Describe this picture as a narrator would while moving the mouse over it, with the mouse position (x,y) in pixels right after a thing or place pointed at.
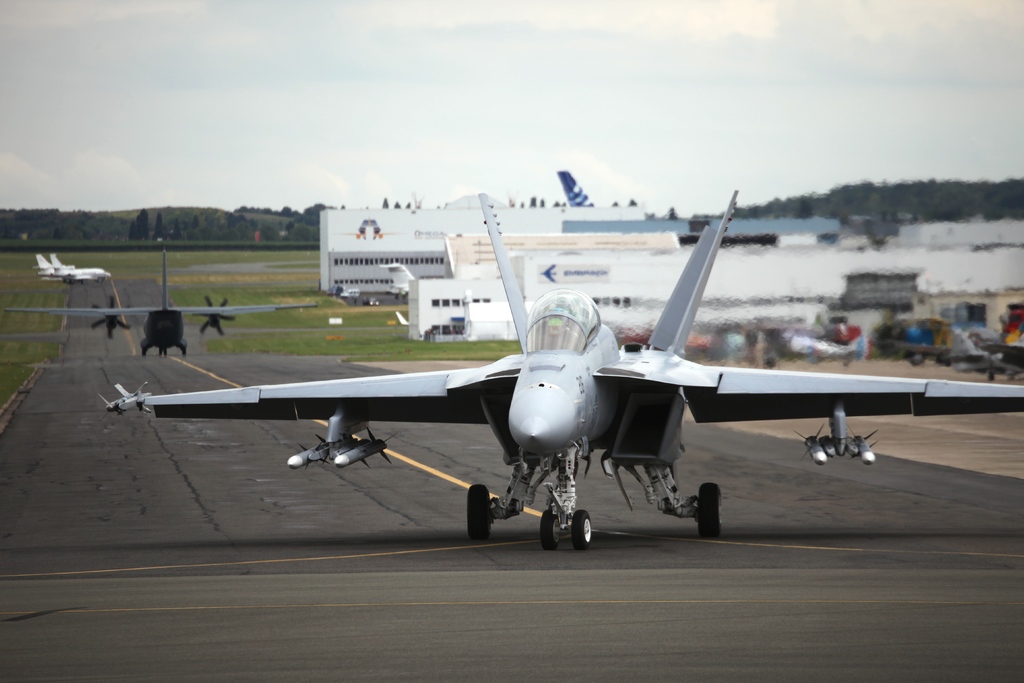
In this image there are aircraft (360,400) on a runway (232,471), in the background (557,244) there are building (885,242), trees (202,218), mountain (275,214) and the sky (768,123) and it is blurred.
